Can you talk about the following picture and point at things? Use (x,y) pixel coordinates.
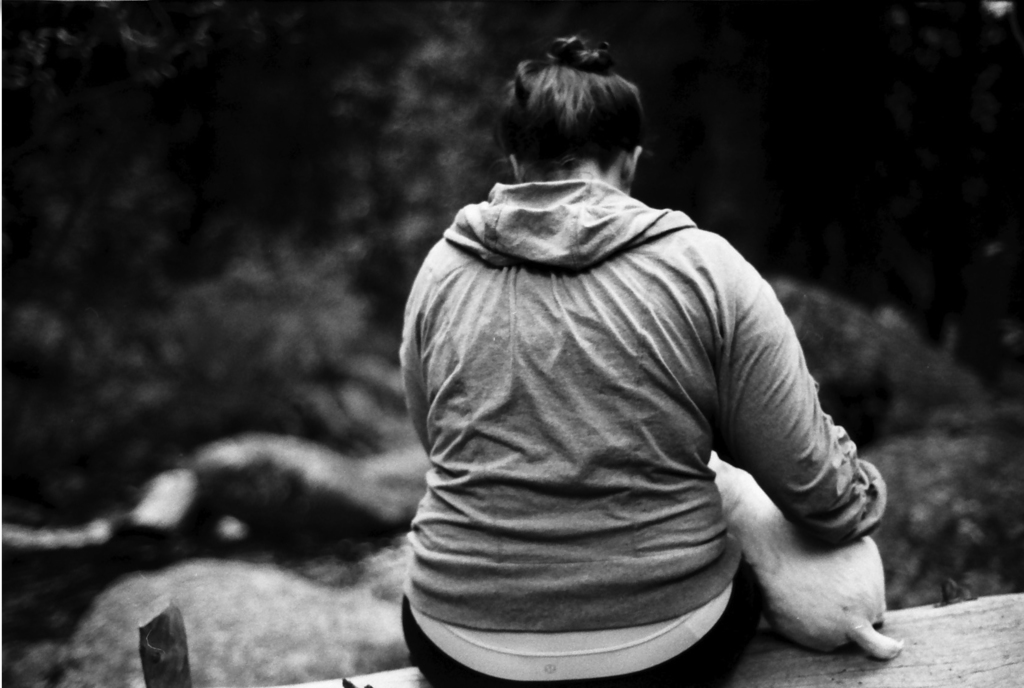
In this image there is a person (543,521) sitting on the wooden platform (909,666). Beside her there is a dog (806,601). In the background of the image (332,226) there are trees (165,276).
